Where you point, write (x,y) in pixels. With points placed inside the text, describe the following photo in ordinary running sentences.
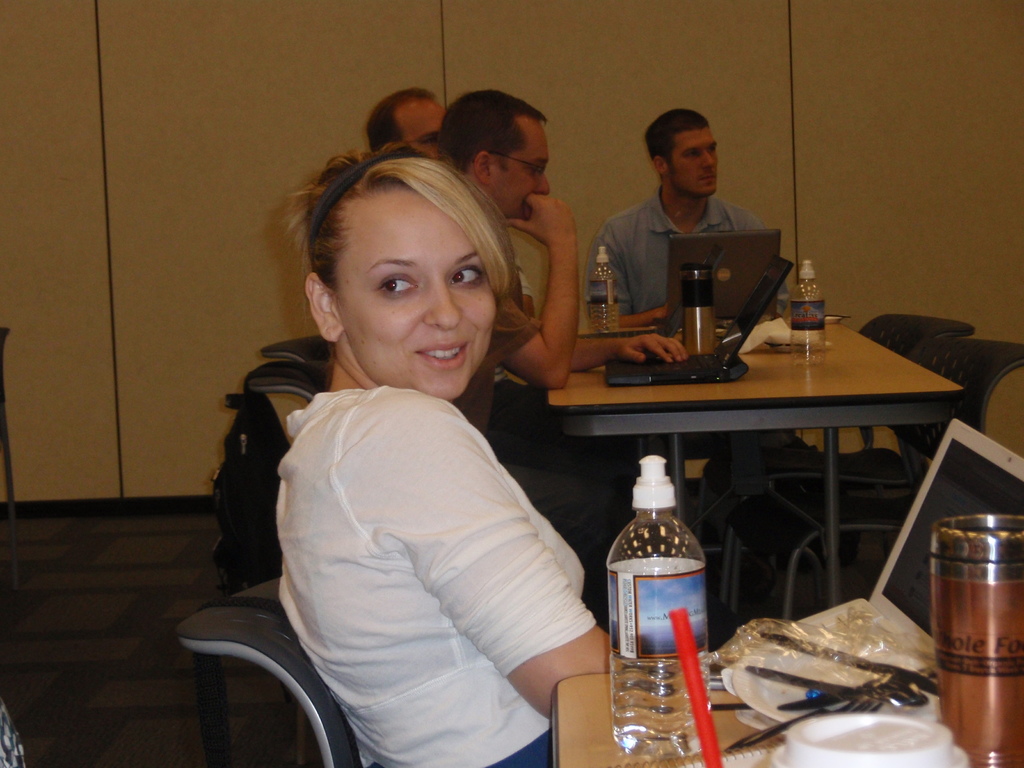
In this image there are group of people (377,460). There are bottles (661,631), spoons (925,689), laptops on the table (796,369). At the bottom (230,554) there are bags (239,423).
